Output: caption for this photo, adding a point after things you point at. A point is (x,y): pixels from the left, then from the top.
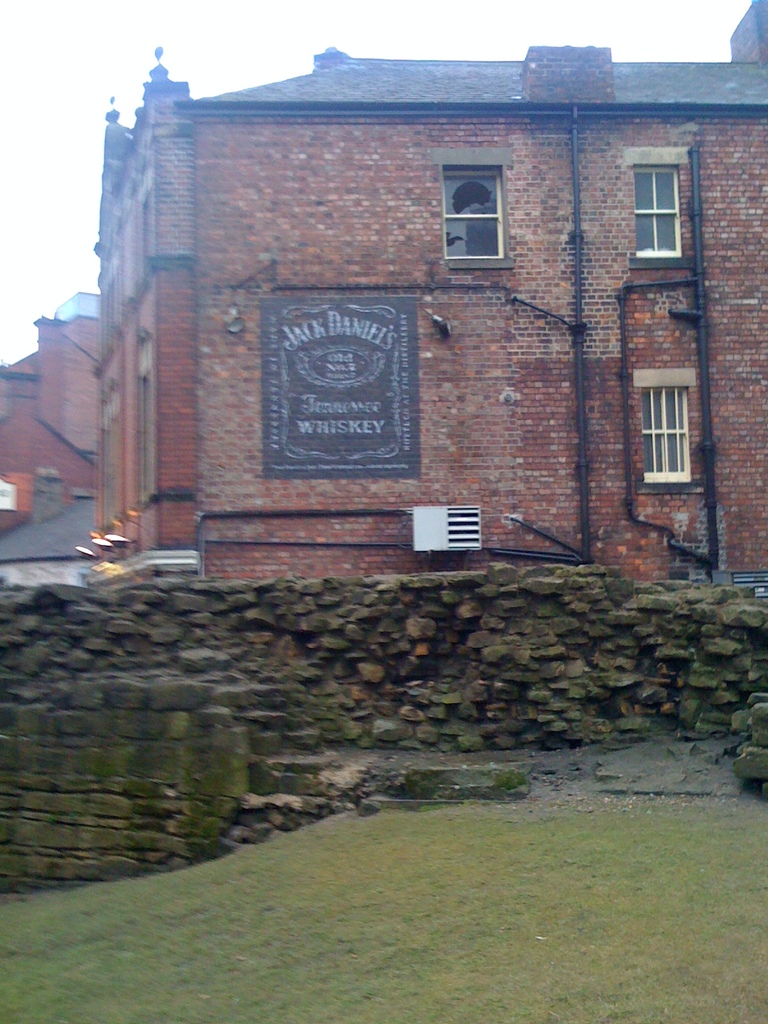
At the bottom of the image (444,912) there is grass (379,921) on the surface (374,907). There is a rock wall (402,709). In the background of the image (420,417) there are buildings (247,499), lights (110,539) and sky (280,7).
